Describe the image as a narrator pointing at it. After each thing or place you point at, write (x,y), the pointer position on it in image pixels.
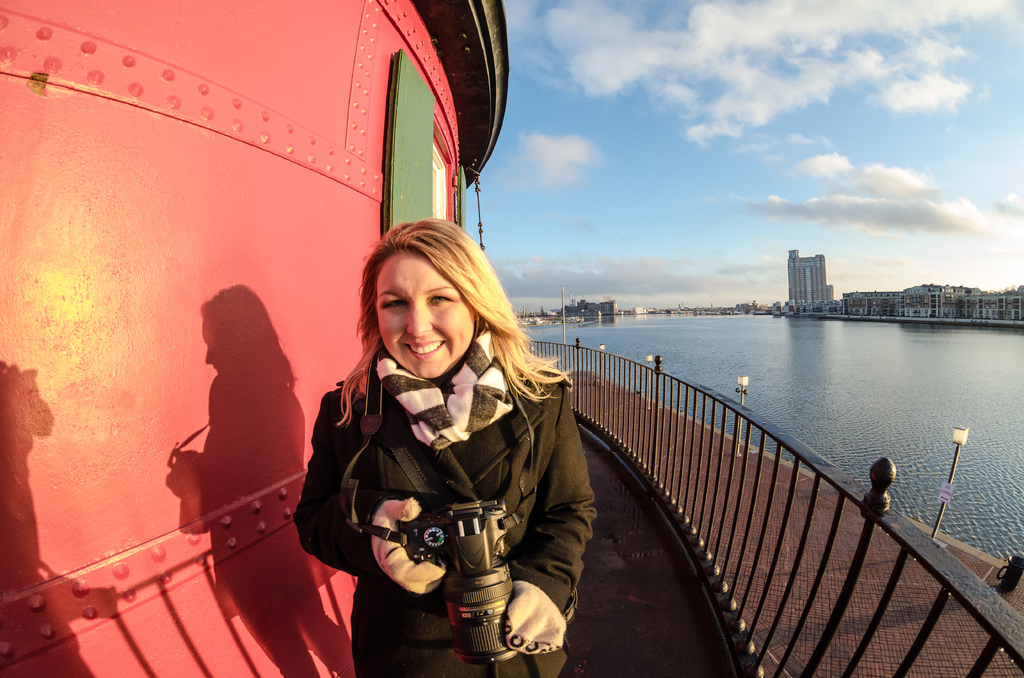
In the foreground of the image (519,515) we can see a woman (444,472) holding camera (471,552) in her hands (519,602) standing on the ground (630,615). On the right side of the image (740,564) we can see a railing (634,430) group of lights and water (699,379). On the left side of the image (320,149) we can see a building (419,180) with windows (440,195). In the background (816,288), we can see a group of buildings (962,291) and the cloudy sky (710,280).
